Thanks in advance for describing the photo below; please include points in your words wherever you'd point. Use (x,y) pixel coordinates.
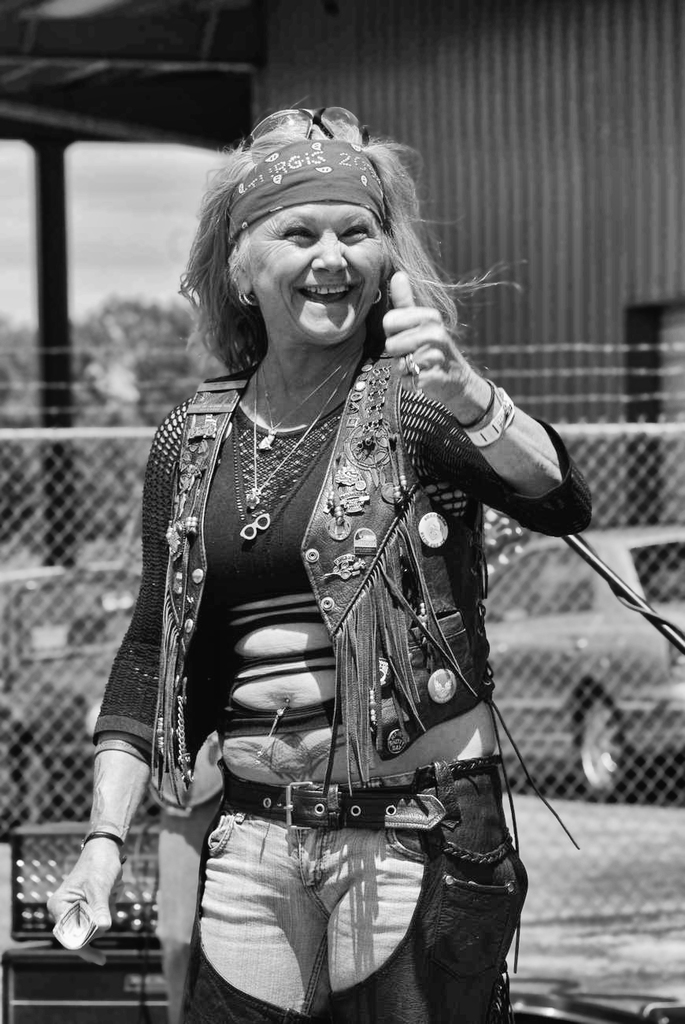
In this image I can see the black and white picture of a woman (338,263) wearing black color dress (390,544) is standing and in the background (105,532) I can see the metal fence (125,580), a car (560,676) on the ground (614,806), few trees (135,375), the sky (130,267) and the shed (535,121).
